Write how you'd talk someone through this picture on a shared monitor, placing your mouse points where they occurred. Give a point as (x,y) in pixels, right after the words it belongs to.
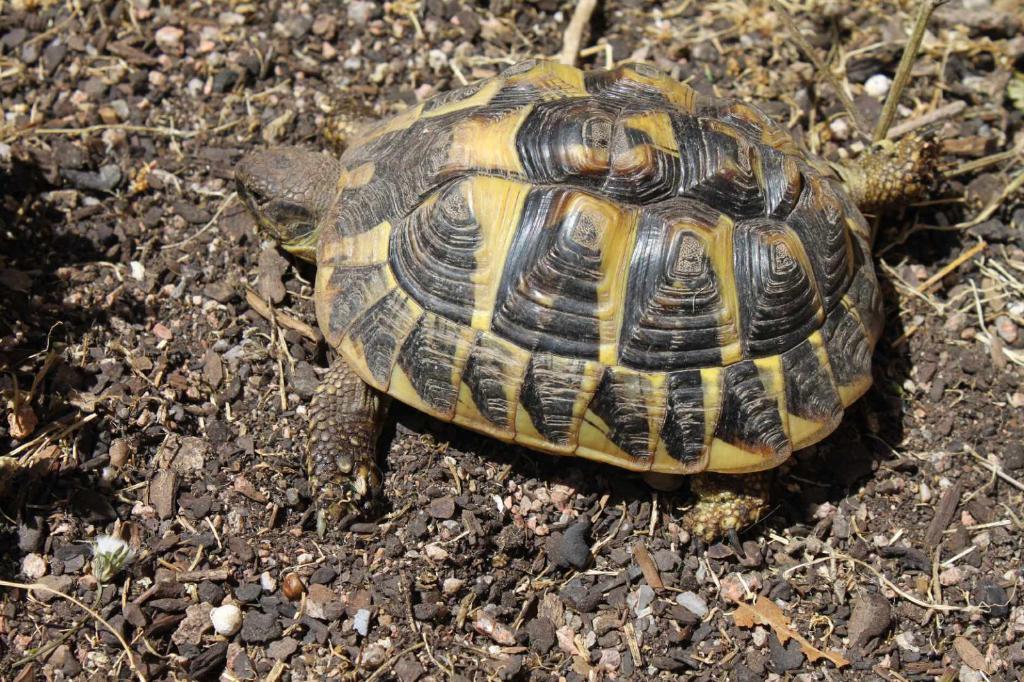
In this image we can see a tortoise (517,354) on the soil (714,546) and also the stones (53,21).
